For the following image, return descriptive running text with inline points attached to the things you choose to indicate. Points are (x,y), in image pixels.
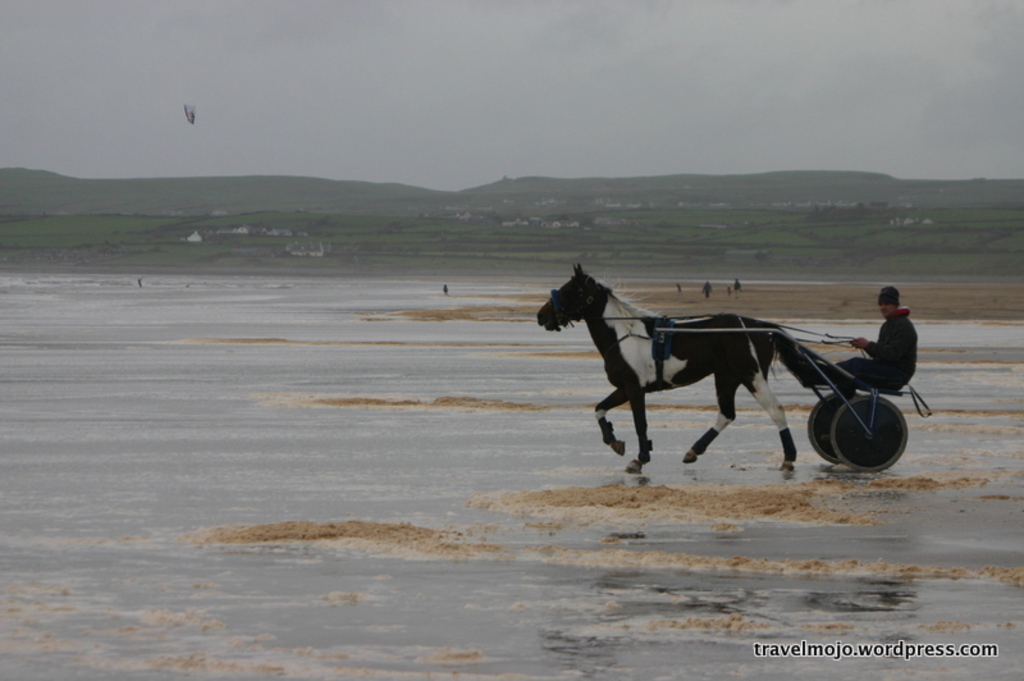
In this image on a water surface (540,425) a man (892,373) is riding a horse cart (863,412). In the background (548,231) there are hills (490,202), trees (211,233), buildings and sky (467,101). There are few people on the ground (641,288).
